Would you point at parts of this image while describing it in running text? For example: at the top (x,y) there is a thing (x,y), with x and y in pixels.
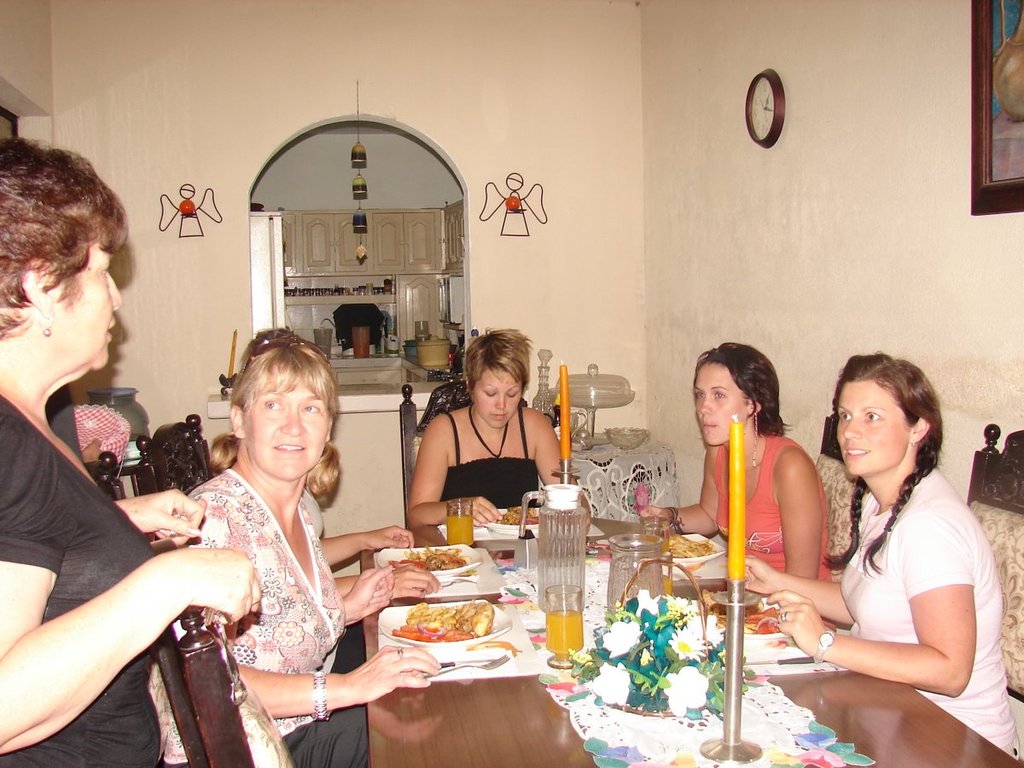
In this image I see 5 women (15,410), in which 4 of them are sitting and another one is standing. I can also see there is table (426,759) and plates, food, glass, jars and candles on it. In the background (587,49) i see the wall (95,372), cabinets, a clock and a photo frame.
